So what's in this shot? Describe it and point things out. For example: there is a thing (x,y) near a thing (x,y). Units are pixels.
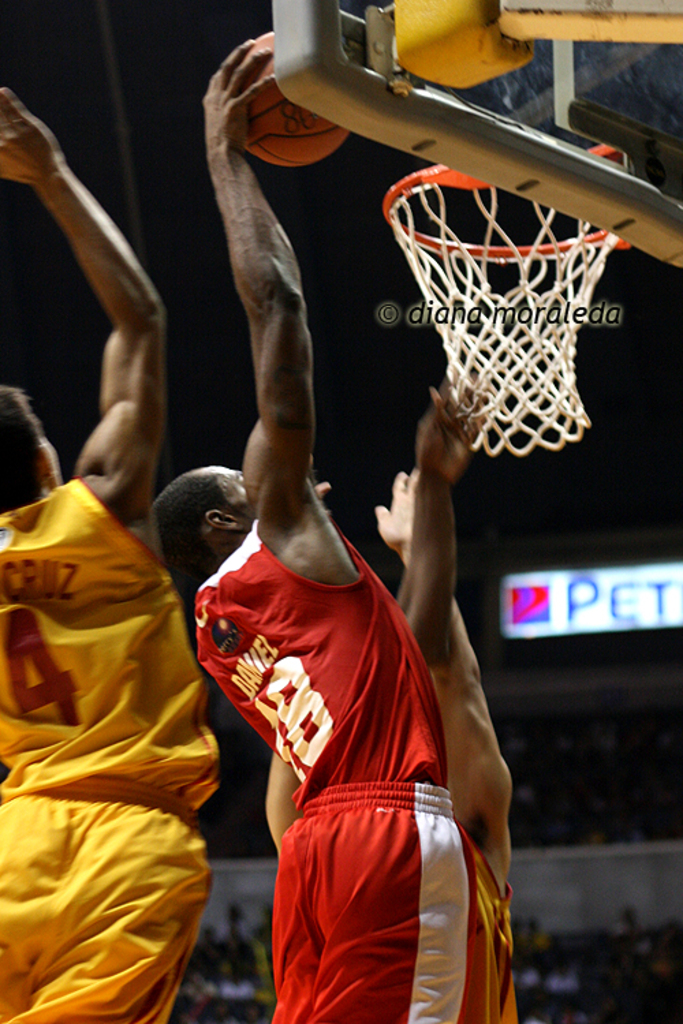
In the foreground of this picture (357,930), there are men (176,715) in yellow and red color dresses (364,802) playing basketball. We can also see a ball (326,132) and the basket (505,267) on the right top corner of the image (502,111). In the background (575,992), there are persons (616,948).
